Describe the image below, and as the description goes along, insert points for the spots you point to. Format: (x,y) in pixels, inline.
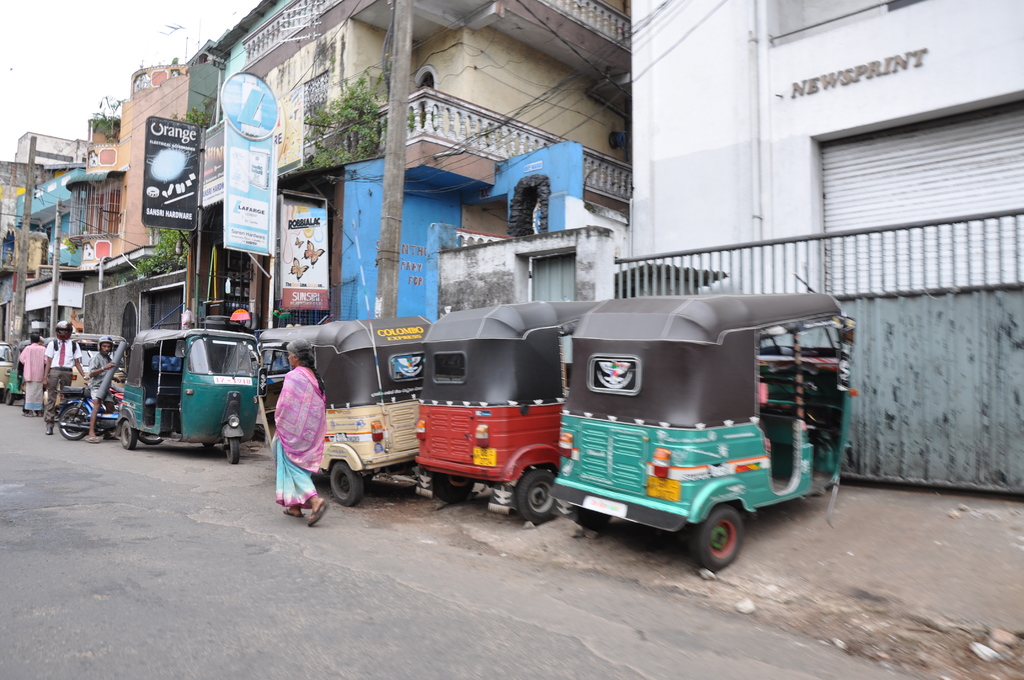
In the foreground of this image (136,537), there is a road (126,515). In the middle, there are few people (308,446) walking and standing on the road (349,522) and a man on the motor bike (115,418). We can also see autos (426,365) on the side path (875,528). Behind it, there are buildings (794,141), boards (245,176), greenery (365,104), poles (405,84), cables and the sky (126,55).
